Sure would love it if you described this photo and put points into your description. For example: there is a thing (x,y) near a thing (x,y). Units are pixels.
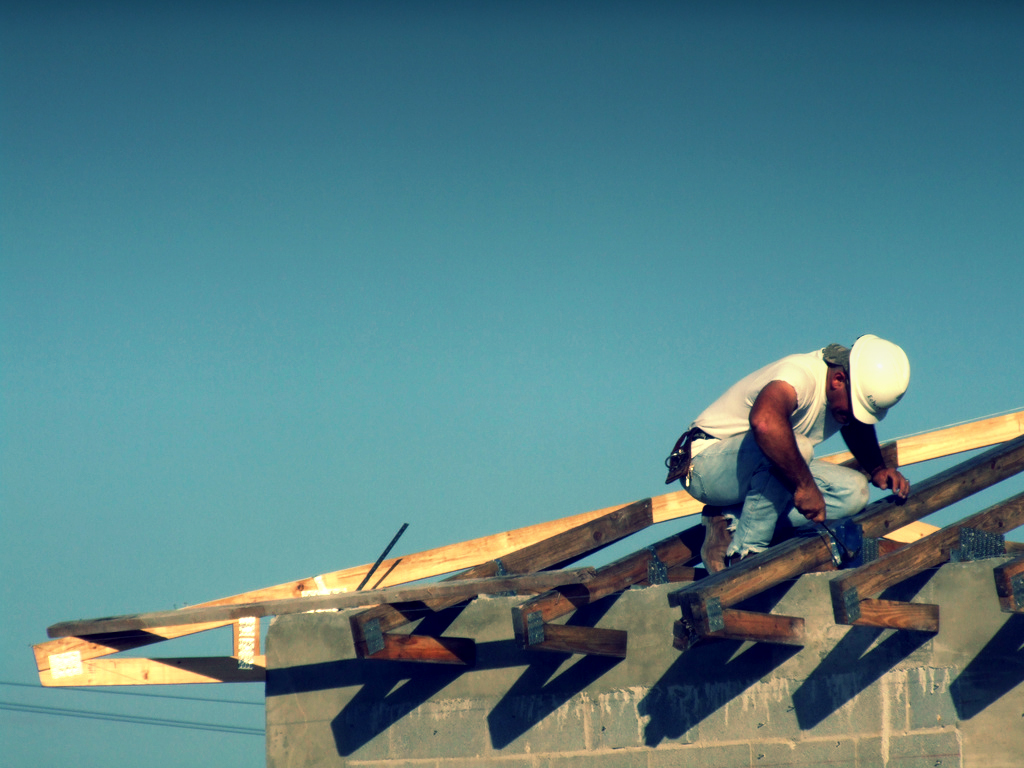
In the image we can see there is a man (766,367) sitting on the roof (617,535) of the building (645,616). There are wooden poles (577,526) on the roof (547,563) of the building (327,680) and there is a clear sky (475,248).
